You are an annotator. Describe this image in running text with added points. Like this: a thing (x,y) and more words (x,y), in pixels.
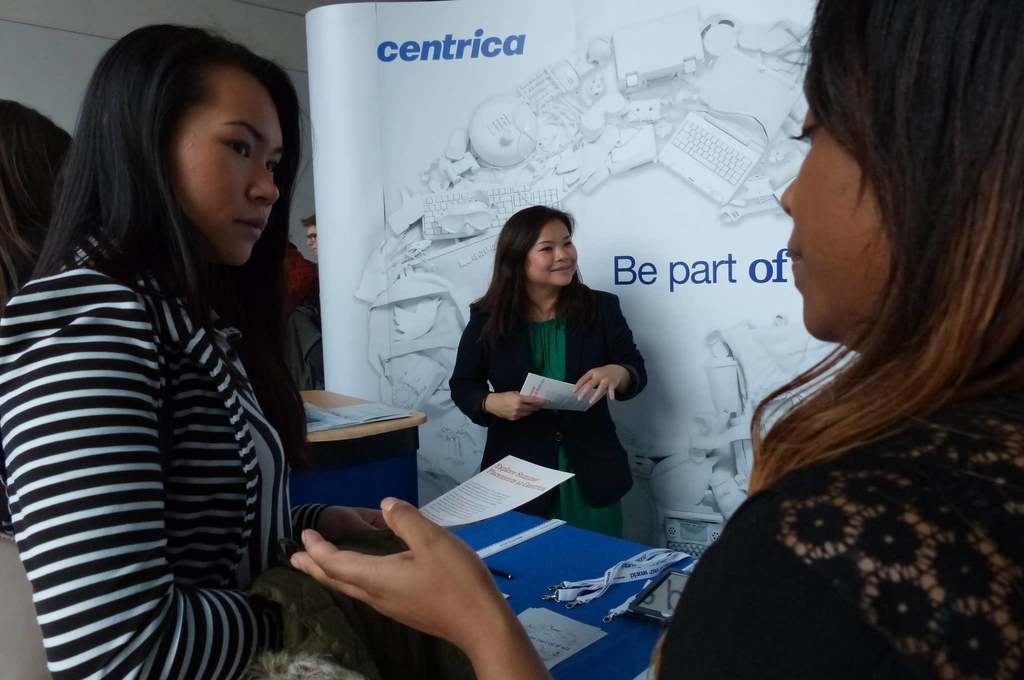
There are three ladies (124,464) standing. In between them there is a table (564,545) with blue color cloth (565,551), tags (612,575) and papers (540,612) on it. Behind them there is a poster (491,135). To the right side (942,568) corner there is a lady (891,524) standing. And to the left side (110,343) corner there is a lady (151,341) standing with black and white striped jacket (116,431).
